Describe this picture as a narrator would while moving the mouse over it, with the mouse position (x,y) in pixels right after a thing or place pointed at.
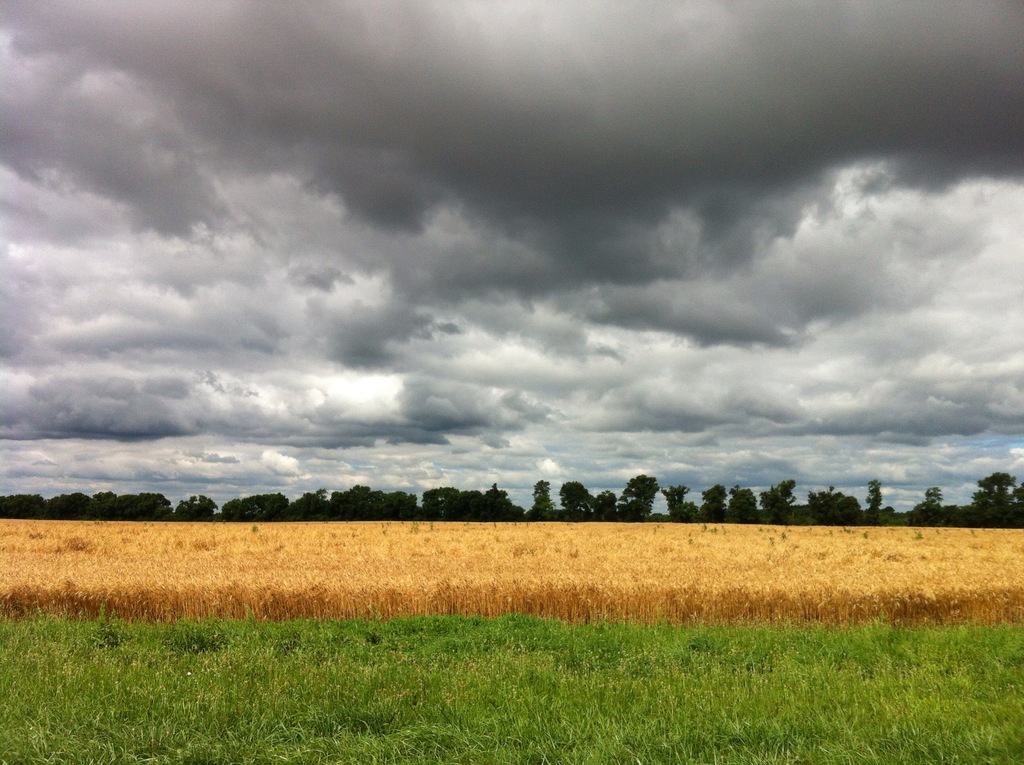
In this image at front (792,680) there is a grass (874,626) on the surface (605,619). At the background (933,498) there are trees (922,514) and sky (571,309).
